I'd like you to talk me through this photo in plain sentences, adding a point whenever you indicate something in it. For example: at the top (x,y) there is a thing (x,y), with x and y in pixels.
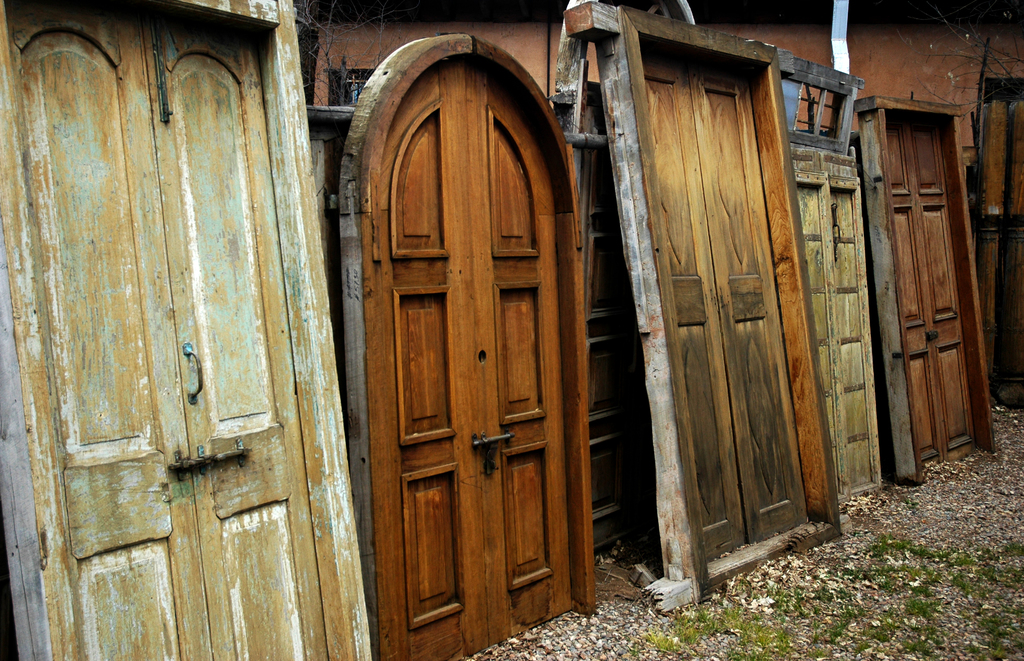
In this image I can see doors (957,299). On the right bottom of the image (724,613) there is a grass (927,629). In the background of the image (943,60) I can see a wall (895,37) and branches (981,55).
